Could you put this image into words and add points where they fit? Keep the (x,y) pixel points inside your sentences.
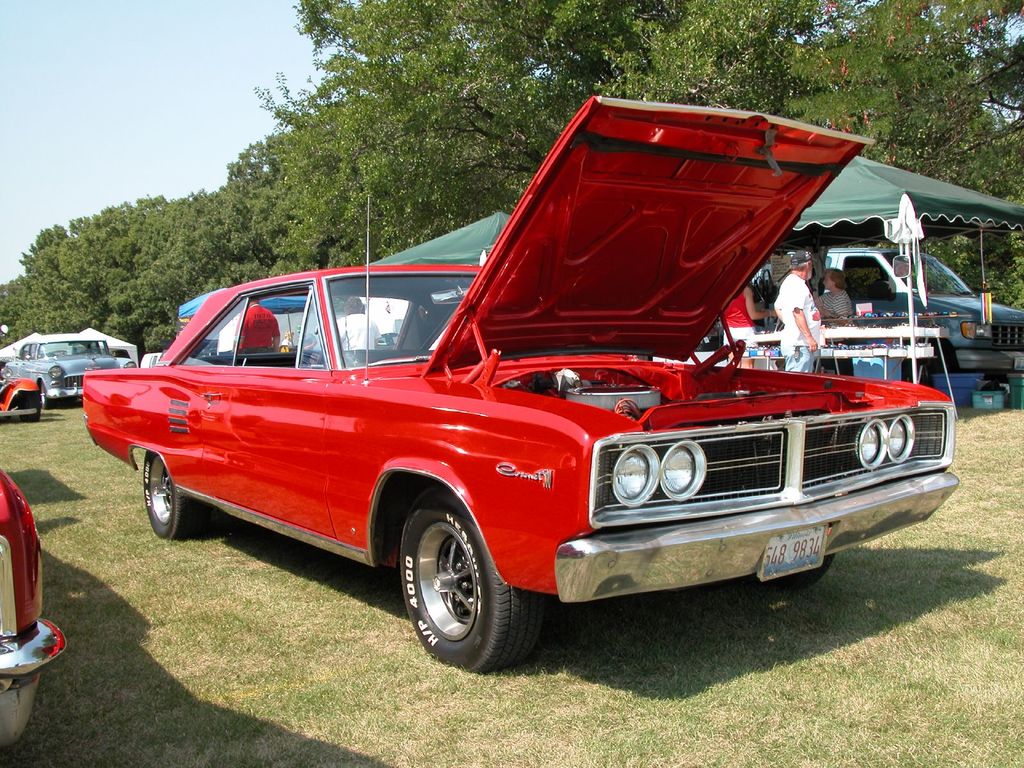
In this picture we can see few cars (652,464), in the background (821,237) we can find few trees (952,241), a tent (837,236) and group of people (846,309), also we can see few boxes (974,387).
